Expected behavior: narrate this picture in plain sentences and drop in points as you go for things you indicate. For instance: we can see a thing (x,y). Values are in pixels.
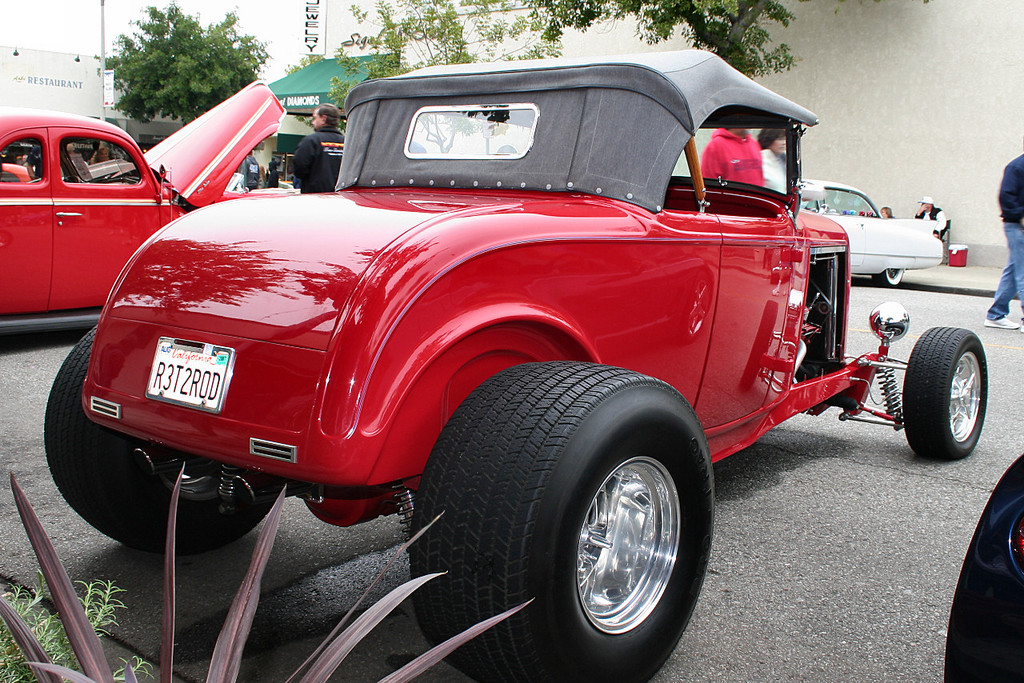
In this image we can see few vehicles (447,420) and there are some people (269,178) and we can see some trees (577,16) and plants (165,672). There are few boards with the text (317,104) in the background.
